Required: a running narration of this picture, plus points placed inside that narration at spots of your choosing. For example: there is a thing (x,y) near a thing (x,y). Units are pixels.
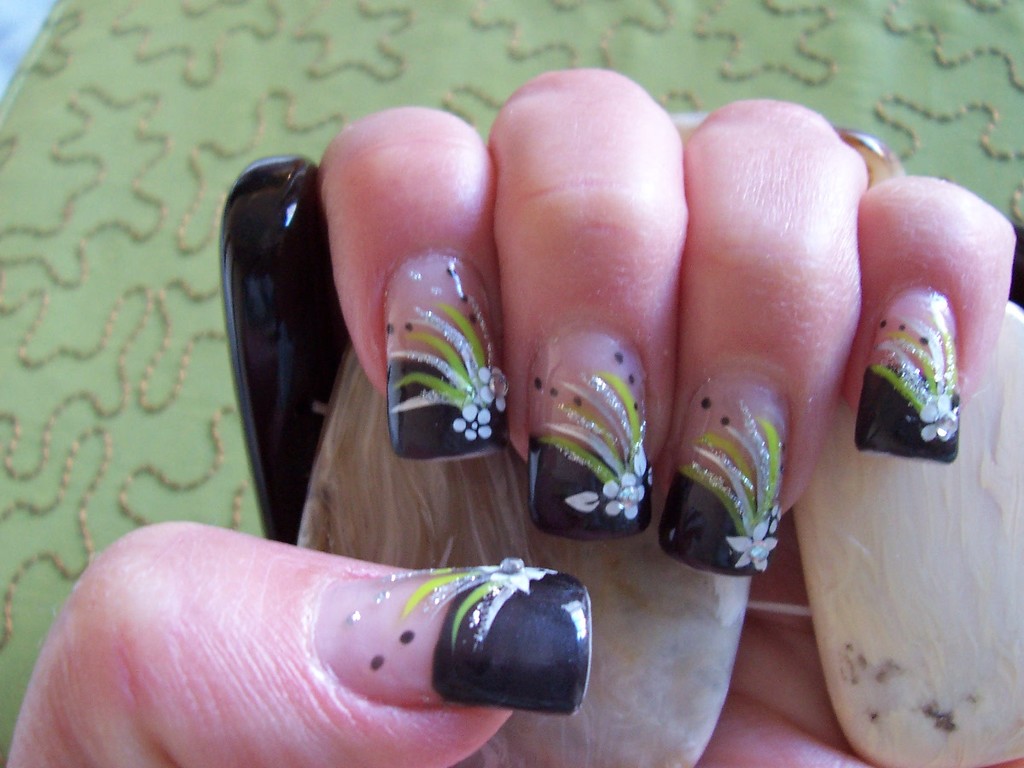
In this image we can see the person's fingers (596,376) with nail art (608,446) and holding an object (493,560). In the background (147,447), we can see a cloth (209,60) with design (938,56).
